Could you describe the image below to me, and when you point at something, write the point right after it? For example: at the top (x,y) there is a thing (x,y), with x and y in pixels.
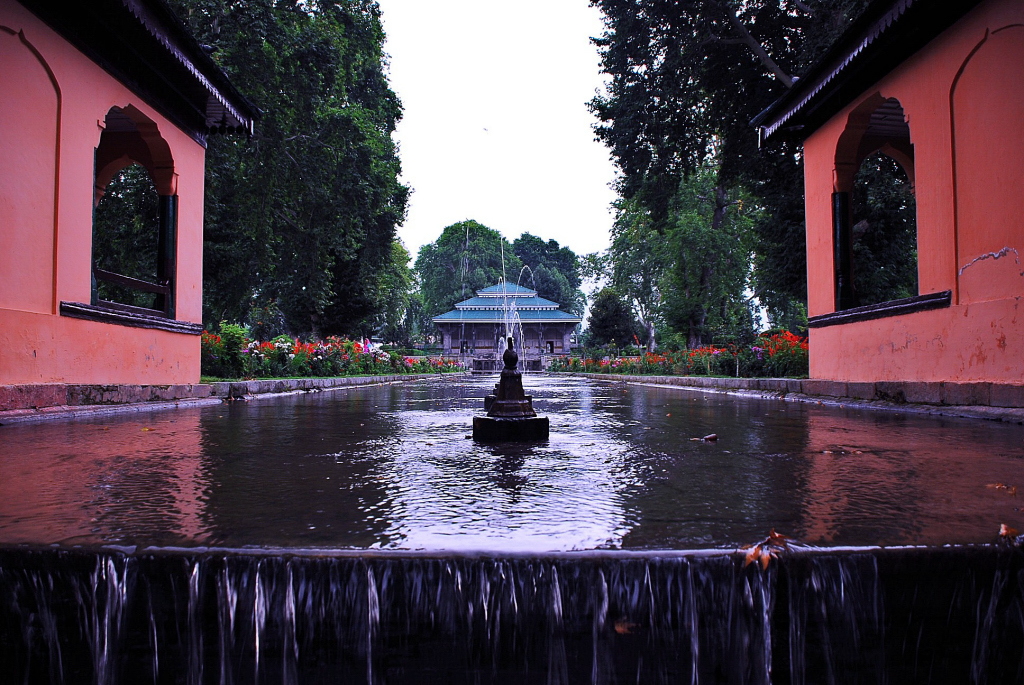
In this image we can see the fountain (486,440) and water (450,612). We can also see some houses (35,336) with roof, a group of plants (270,345) with flowers (407,356), a group of trees (555,261) and the sky (543,184) which looks cloudy.
